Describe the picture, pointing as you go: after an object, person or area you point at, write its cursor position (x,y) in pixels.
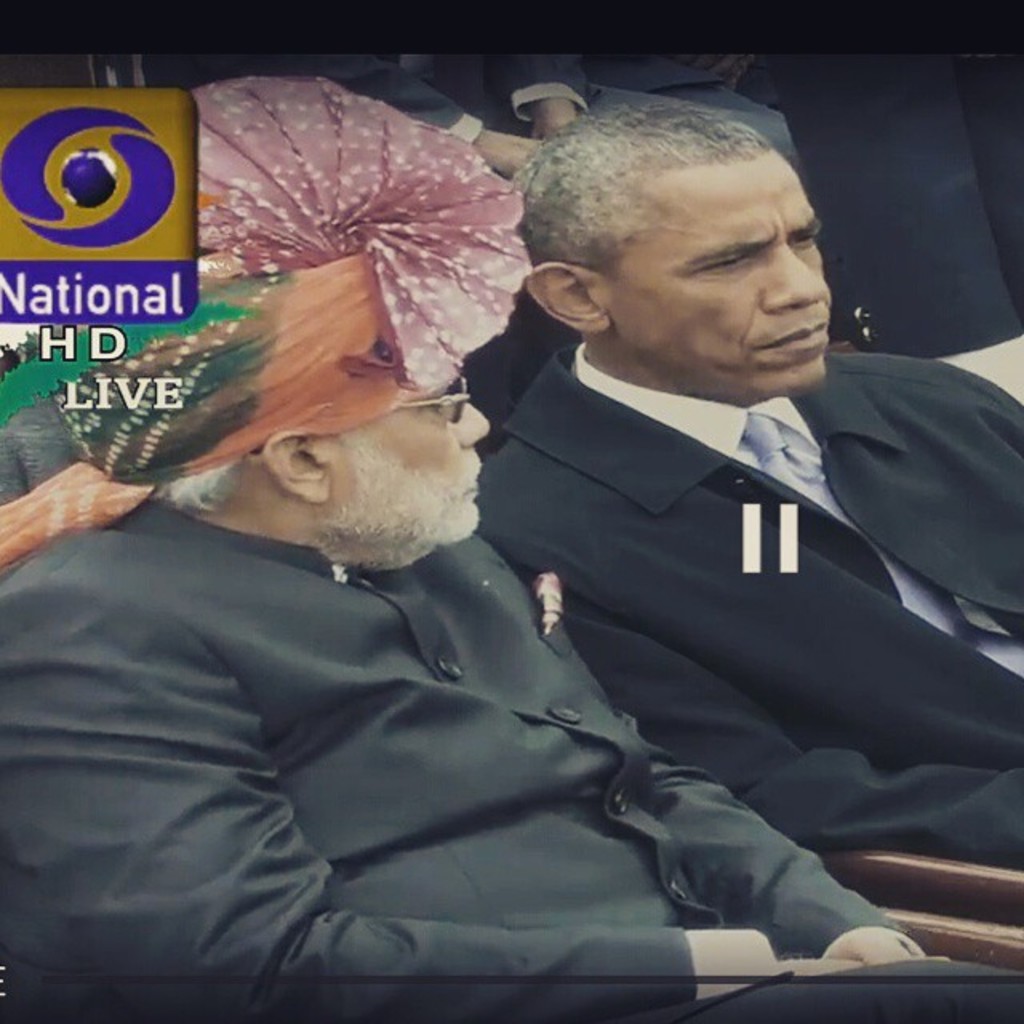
In this image I can see the television screen (516,303) in which I can see two persons (669,648) wearing black colored dresses (669,648) are sitting and I can see a person (415,698) is wearing a turban (275,331) which is orange, pink and green in color. In the background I can see few other persons (405,91) and to the left top of the image (64,128) I can see the logo (130,105) of the channel.
